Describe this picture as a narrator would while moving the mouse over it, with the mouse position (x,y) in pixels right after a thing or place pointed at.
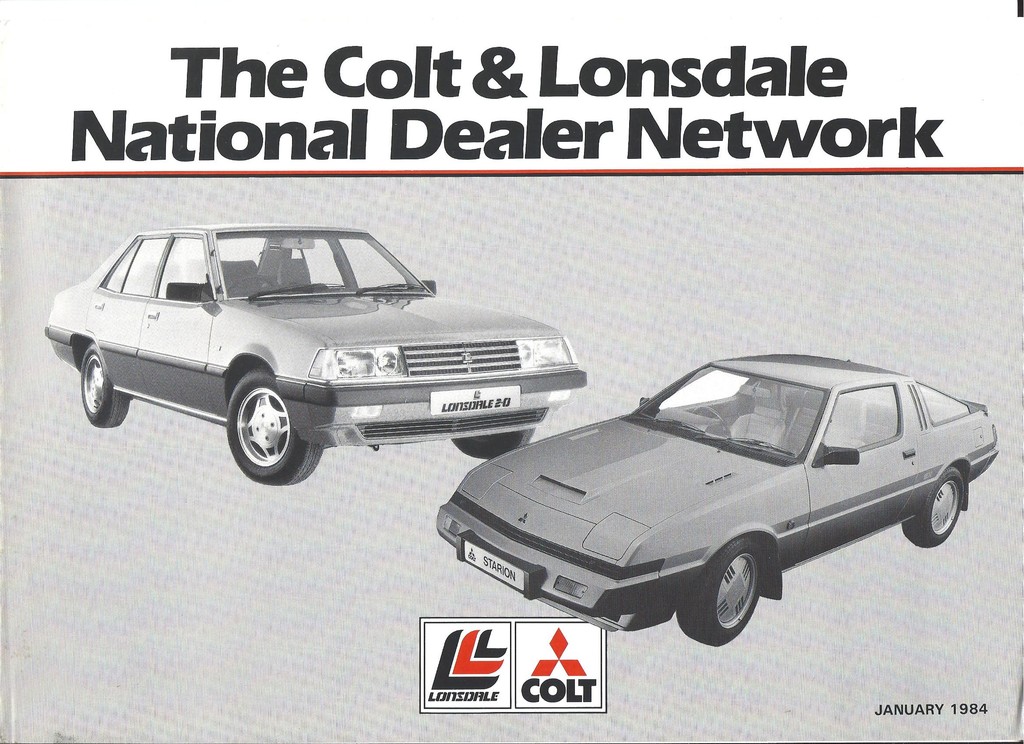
In this image I can see the paper (270,616). On the paper (441,567) I can see the vehicles (487,463) and something is written.
